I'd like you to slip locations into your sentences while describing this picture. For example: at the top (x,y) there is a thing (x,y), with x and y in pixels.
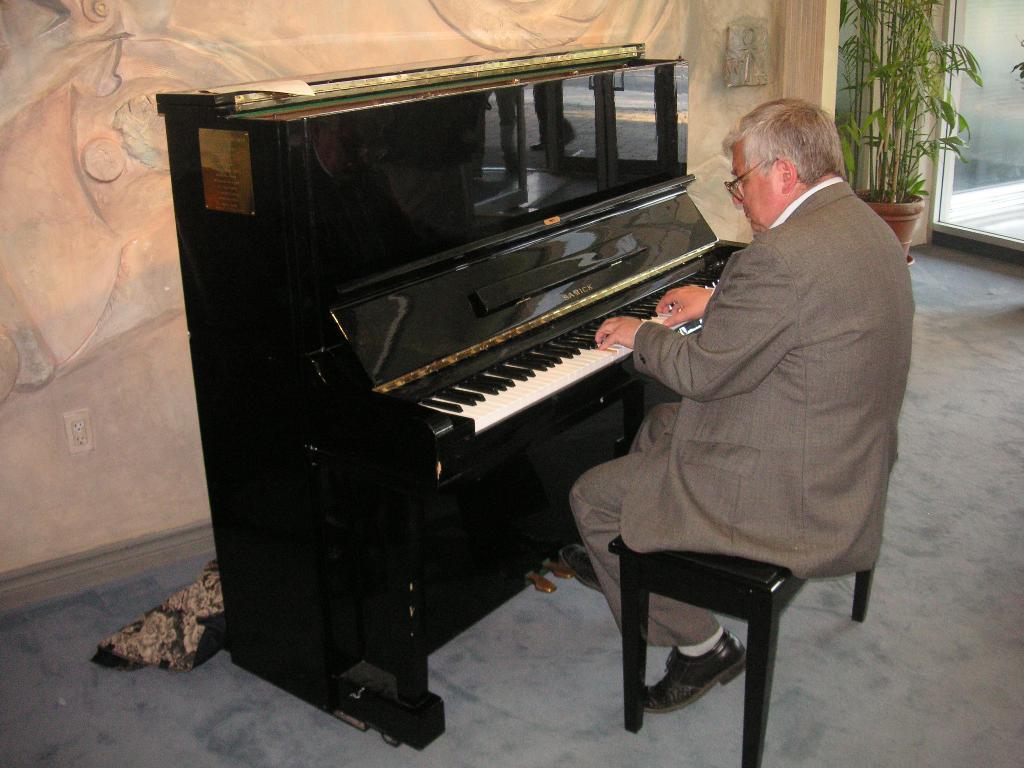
In this image I can see a person (702,430) sitting on the bench (628,637) and playing the piano (466,386). To the right (927,75) there is a flower pot (923,133). In the background (130,175) there is a wall (90,364).
